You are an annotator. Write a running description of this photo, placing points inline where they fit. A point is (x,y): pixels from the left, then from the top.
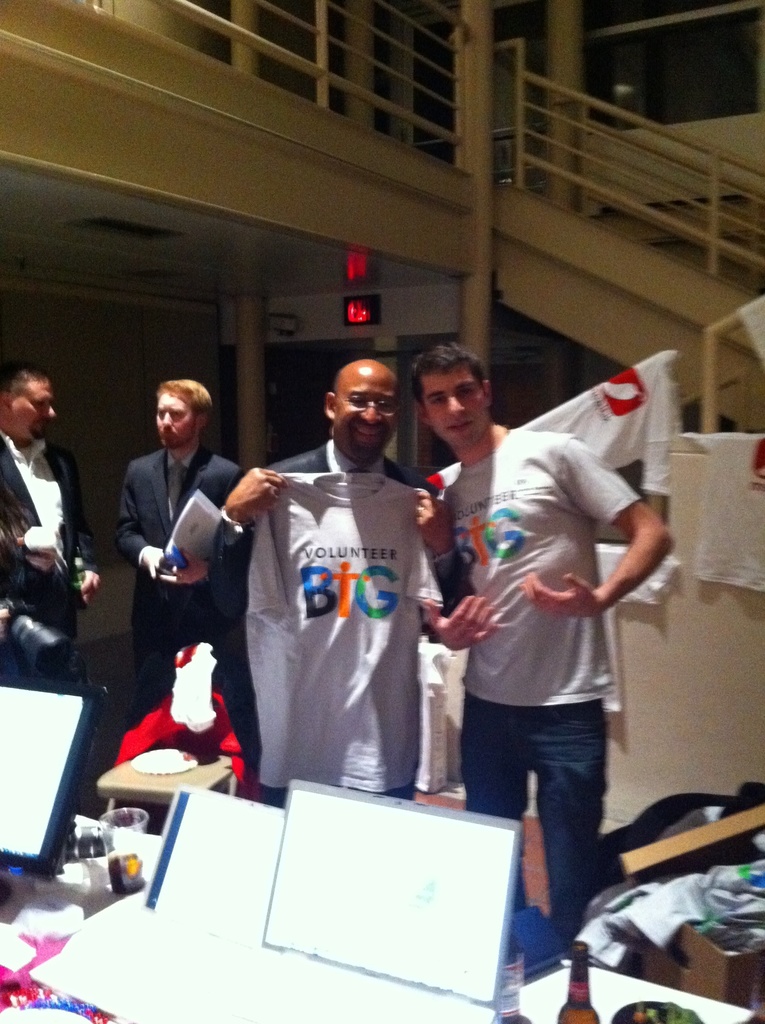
In this picture I can see four persons (502,766) standing. There is a person (444,513) holding a t-shirt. There is a monitor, laptop (362,817), stool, table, bottle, glass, cardboard box (719,839) and some other objects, and in the background (744,464) there are stairs (749,295), staircase holders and t-shirts (744,464).
